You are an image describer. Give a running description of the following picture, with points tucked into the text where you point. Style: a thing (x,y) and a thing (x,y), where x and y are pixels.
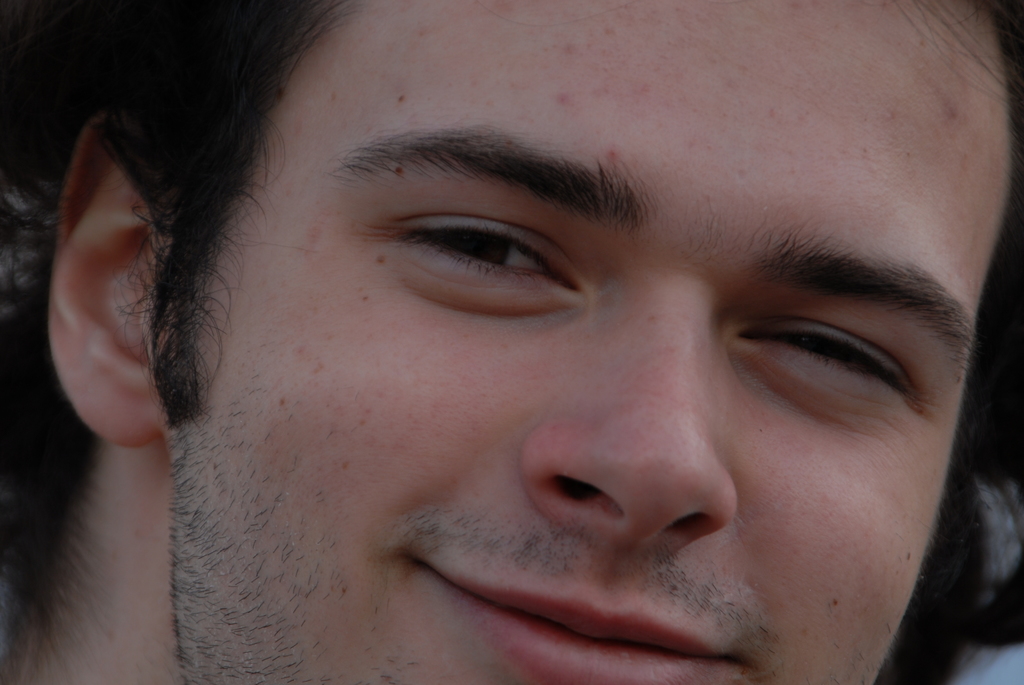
In this picture, we see the face (391,371) of the man (345,410). He is smiling. We can only see the ear (71,280), eyes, nose (674,470) and the mouth (456,576) of the man (605,490).
